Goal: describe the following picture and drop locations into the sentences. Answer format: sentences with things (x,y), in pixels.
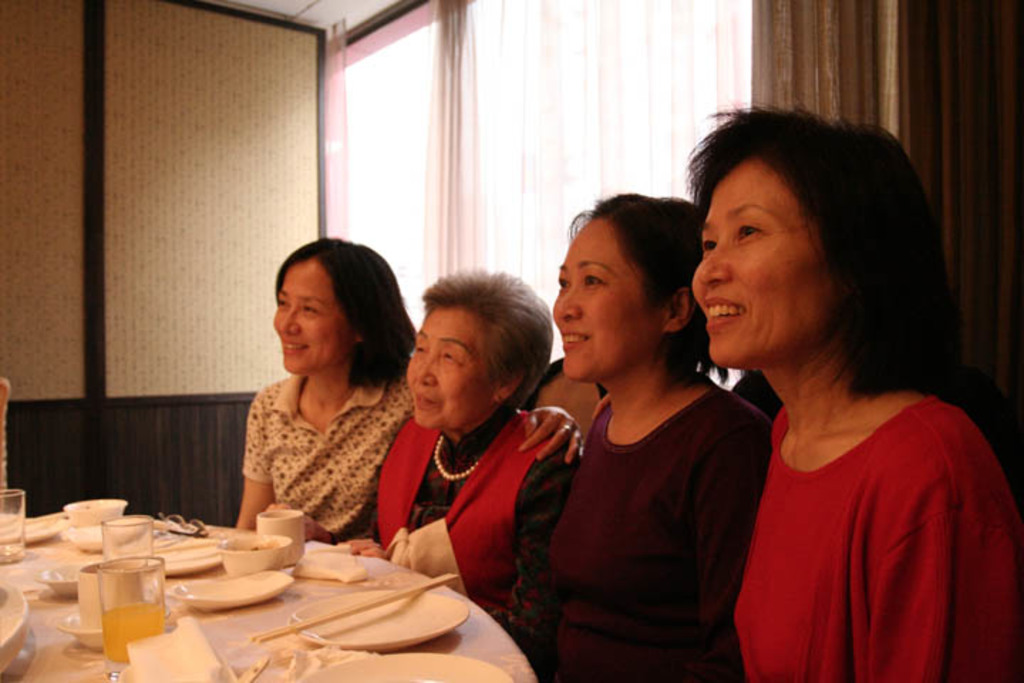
In the center of the image (422,420) we can see four persons (617,504) are sitting and they are smiling. In front of them, we can see one table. On the table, we can see one cloth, plates (377,670), glasses (157,564), spectacles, bowls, papers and a few other objects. In the glass (150,577), we can see some liquid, which is in yellow color. In the background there is a wall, glass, curtains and a few other objects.
